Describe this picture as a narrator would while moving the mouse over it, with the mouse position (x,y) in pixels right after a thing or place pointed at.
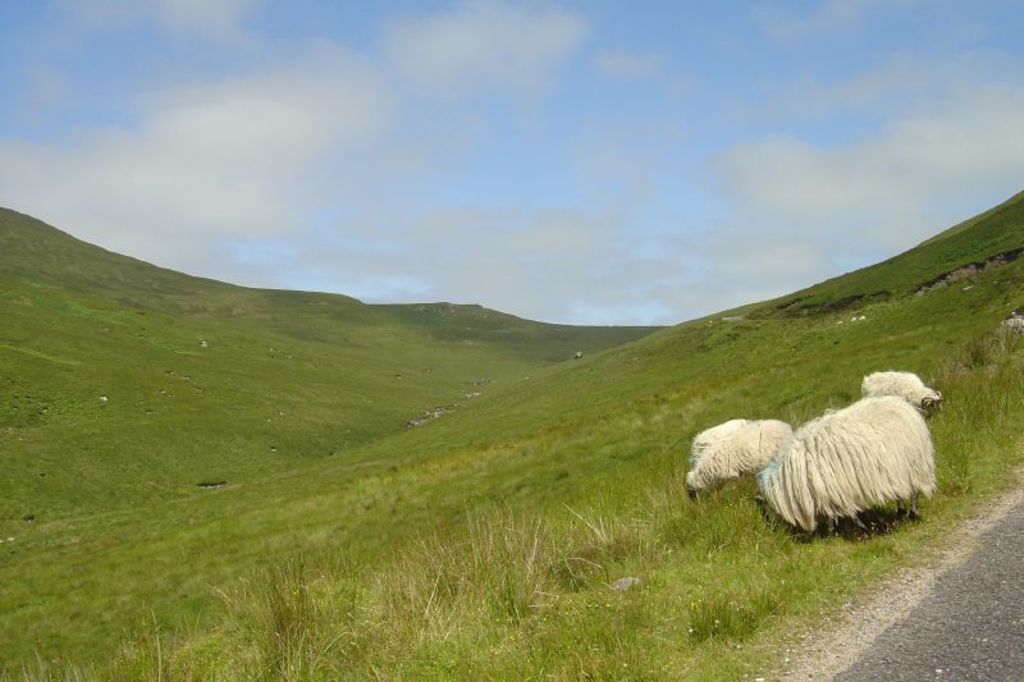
In the picture we can see a slope (822,319) with grass surface (45,562) on it, we can see four sheep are standing and grazing the grass (161,601) and far away from it, we can see a hill slope (236,408) with grass surface (372,417) and behind it we can see a sky (678,154) with clouds (419,40).
